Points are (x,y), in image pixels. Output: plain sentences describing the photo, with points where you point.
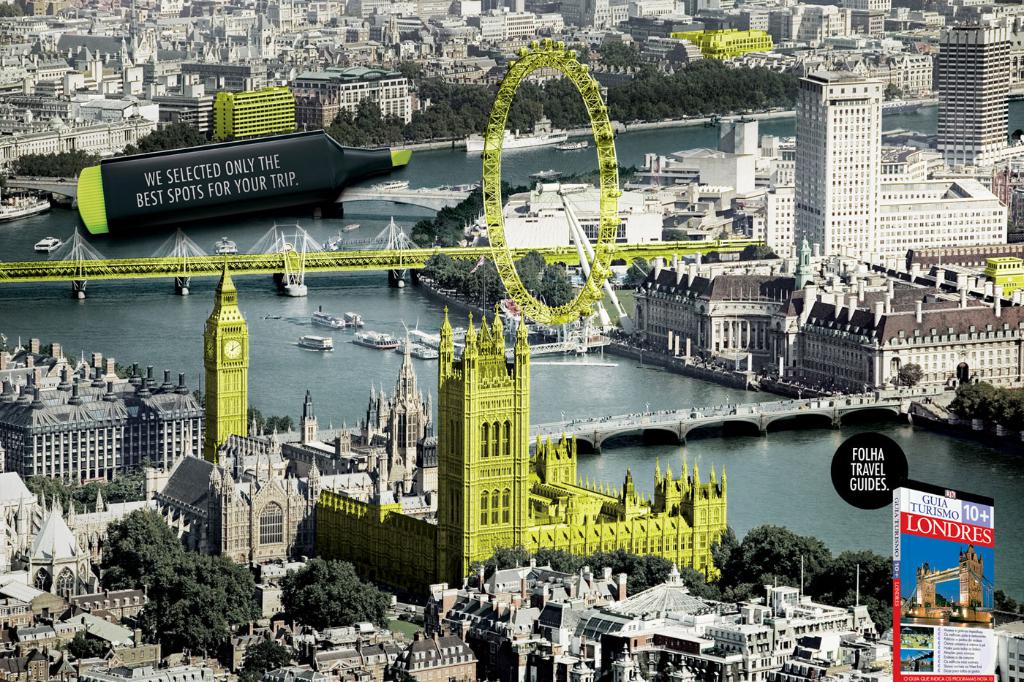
This is an advertisement. In the center of the image (666,395) we can see bridges (424,248), giant wheel (498,262), water (465,324), boats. In the background of the image (497,284) we can see buildings (353,473), trees (328,573), ground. At the bottom right corner (970,632) we can see a book (926,535). At the top left corner (179,204) highlighter (181,195) and some text (246,176) are there.
